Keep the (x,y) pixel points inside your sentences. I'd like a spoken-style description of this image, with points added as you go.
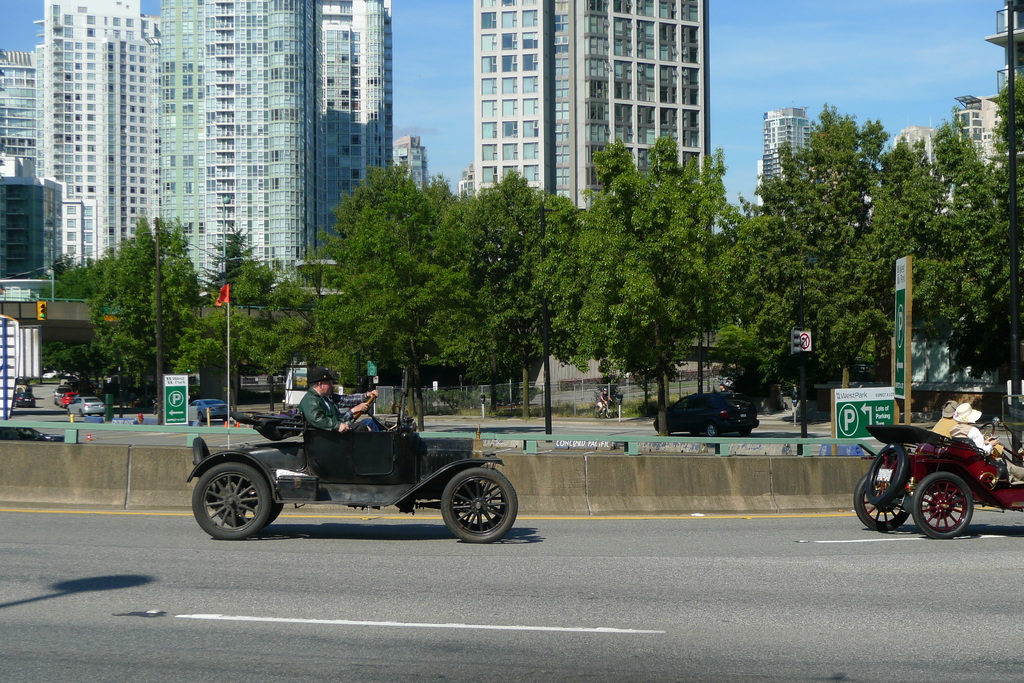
In this image we can see some vehicles (393,452) passing on the road (180,565). In the background (385,169) we can see buildings (552,90) and also trees (600,239) and poles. Image also consists of parking boards (887,405).
